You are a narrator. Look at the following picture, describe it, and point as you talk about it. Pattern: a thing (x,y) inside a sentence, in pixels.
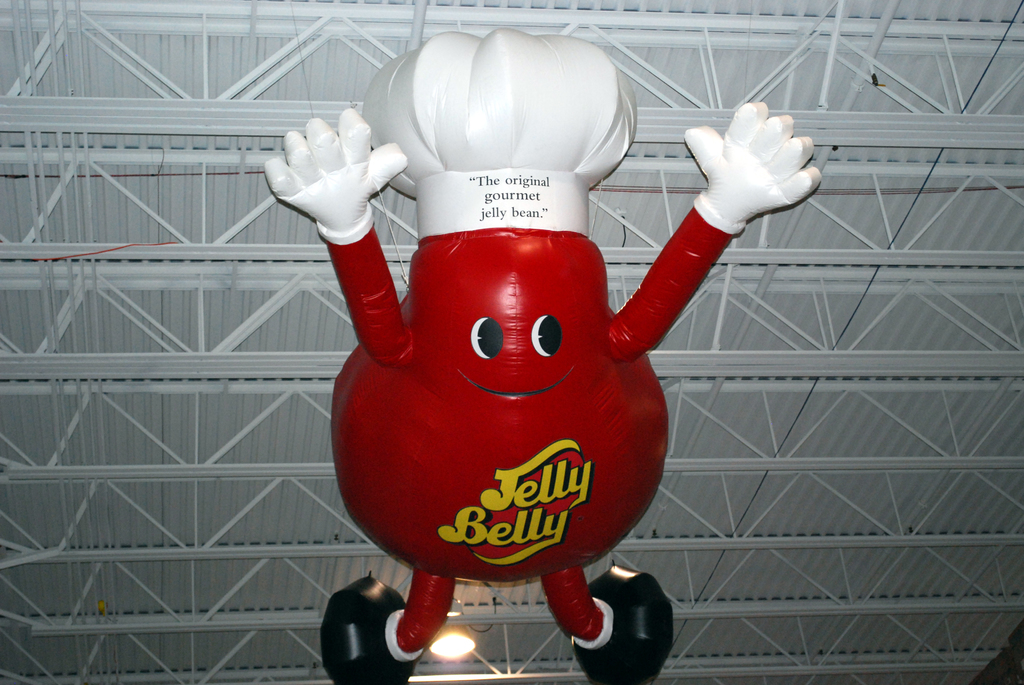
In this picture there is a red color cartoon balloon (511,483) in the front (441,137). On the top (396,211) there is a metal frame (1009,121) with shed (753,431).
